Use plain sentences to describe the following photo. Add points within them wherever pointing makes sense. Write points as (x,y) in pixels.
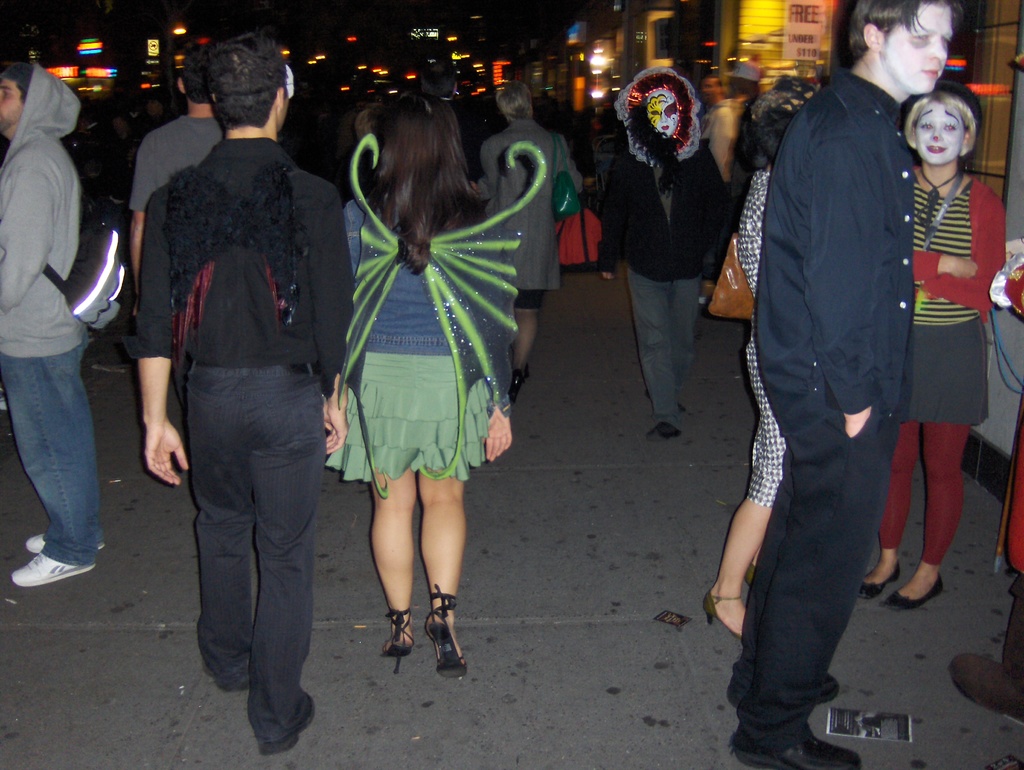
In the foreground (352,240), I can see a crowd (674,368) on the road (732,422). In the background (780,64), I can see buildings (690,67), boards (811,26), lights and a dark color. This image taken, maybe during night.
